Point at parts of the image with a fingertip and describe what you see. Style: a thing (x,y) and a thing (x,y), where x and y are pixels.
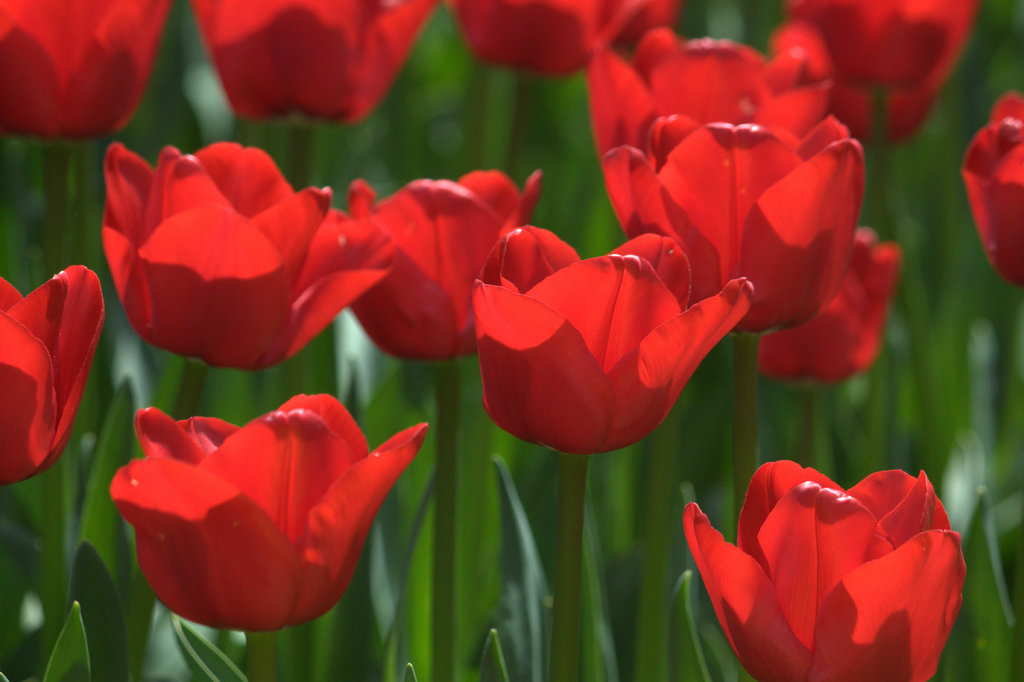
In the image we can see in front (337,560) there are tulip flowers (554,287) which are in red colour.
